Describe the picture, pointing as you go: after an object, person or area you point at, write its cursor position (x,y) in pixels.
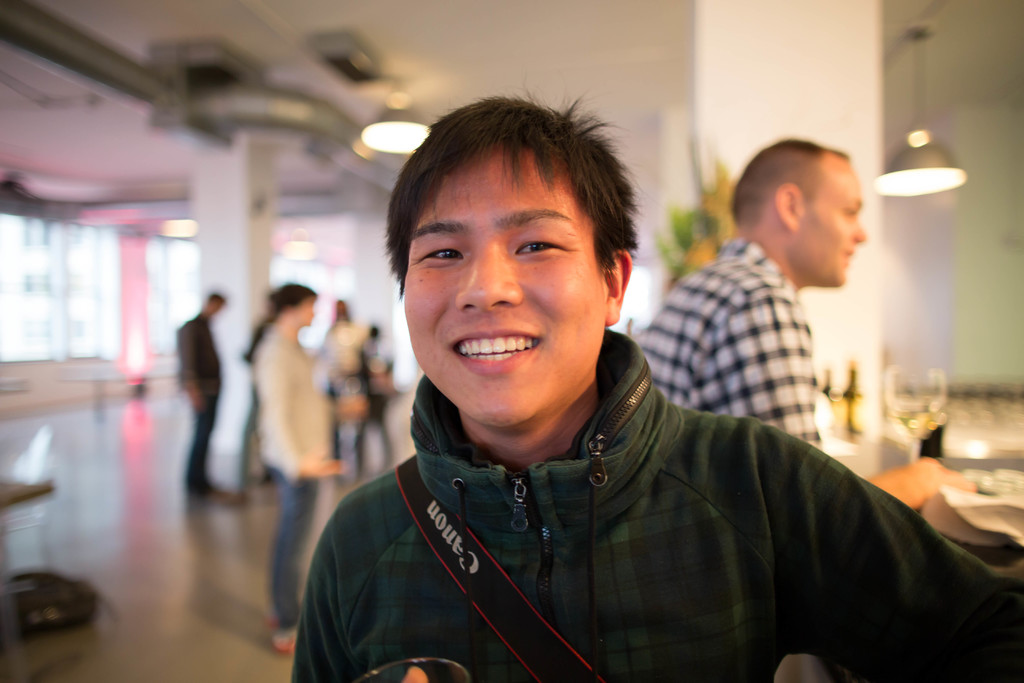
This picture shows the inner view of a building (428,26), two lights (409,130) attached to the ceiling (300,25), some leaves (710,230) with flowers (709,245) near the pillar (731,121), some objects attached to the ceiling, some pillars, some objects (997,480) on the table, few people (293,533) standing in the background (296,546), one man (897,477) holding an object (940,383) near the pillar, some objects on the floor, one man (512,493) wearing a bag (528,671) and holding one object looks like glass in the middle of the image (629,435). The background is blurred.
